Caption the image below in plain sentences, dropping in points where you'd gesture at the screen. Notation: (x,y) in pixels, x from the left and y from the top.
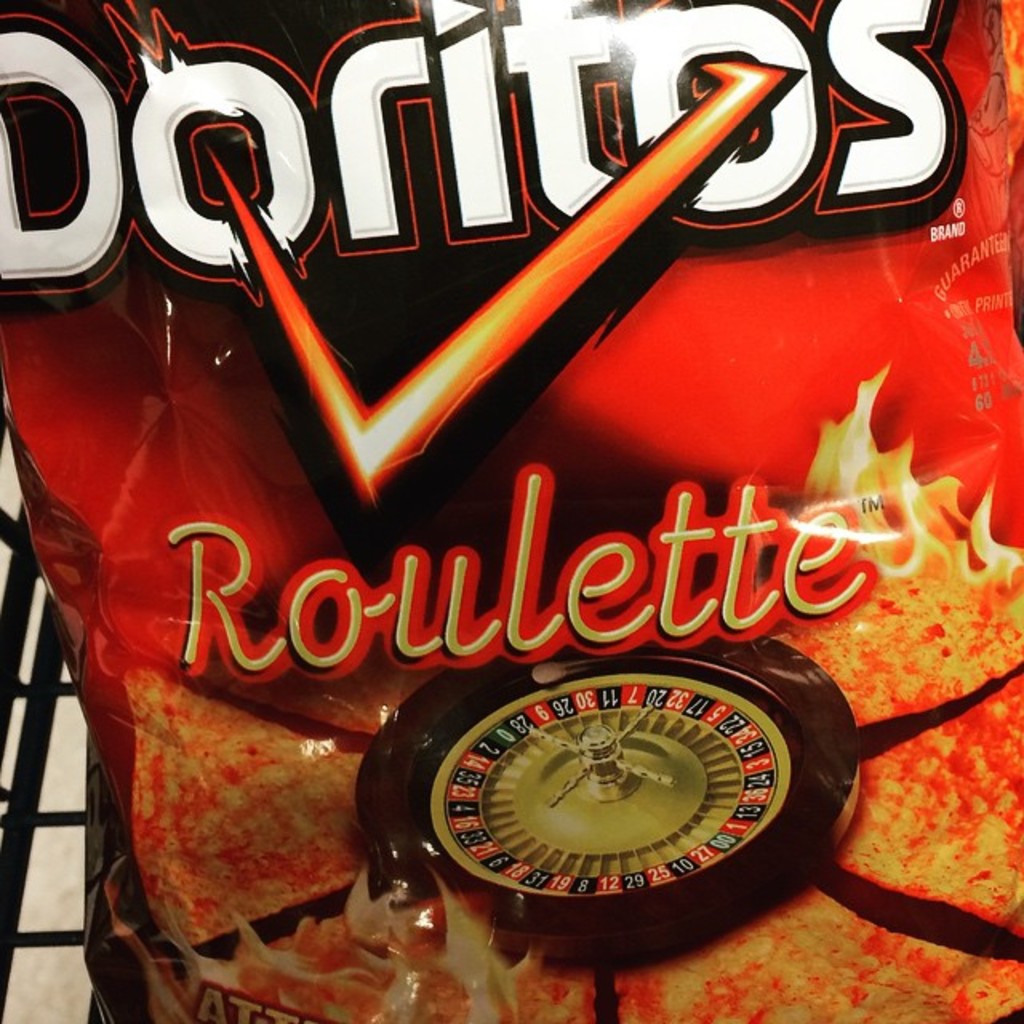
In this image we can see the wrapper (613,501) of a packed food (797,598).
